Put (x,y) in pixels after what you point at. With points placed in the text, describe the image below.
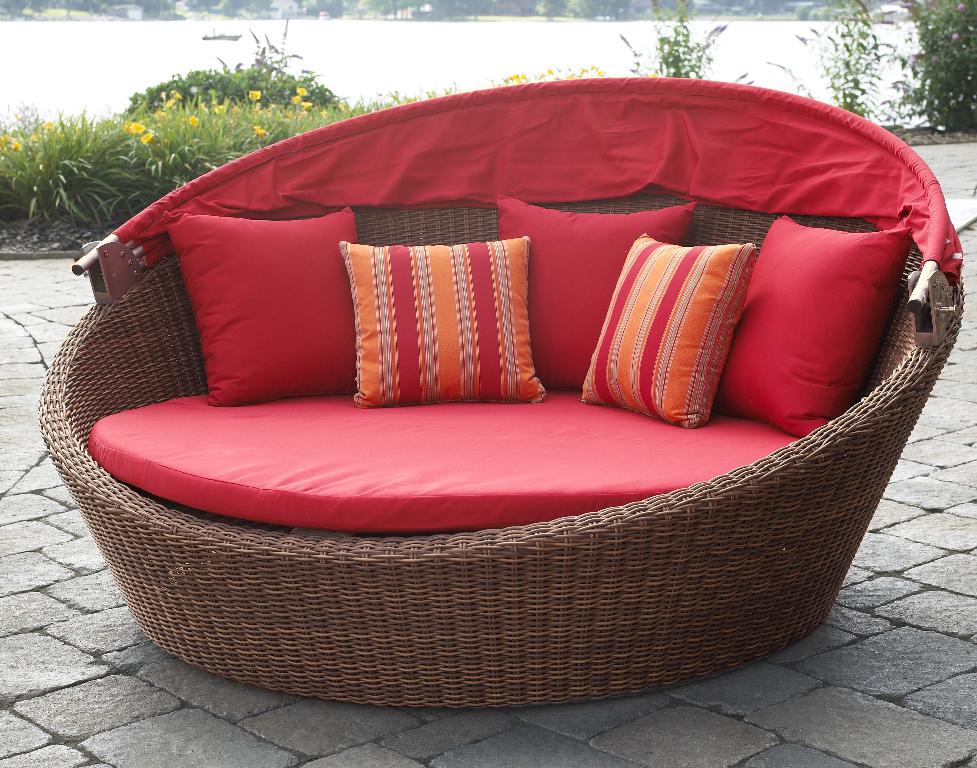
In this image I can see a wooden couch (540,637) and few cushions (302,295) on the couch (519,613). In the background (153,179) I can see few plants (279,108), few yellow colored flowers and the water (86,54).
